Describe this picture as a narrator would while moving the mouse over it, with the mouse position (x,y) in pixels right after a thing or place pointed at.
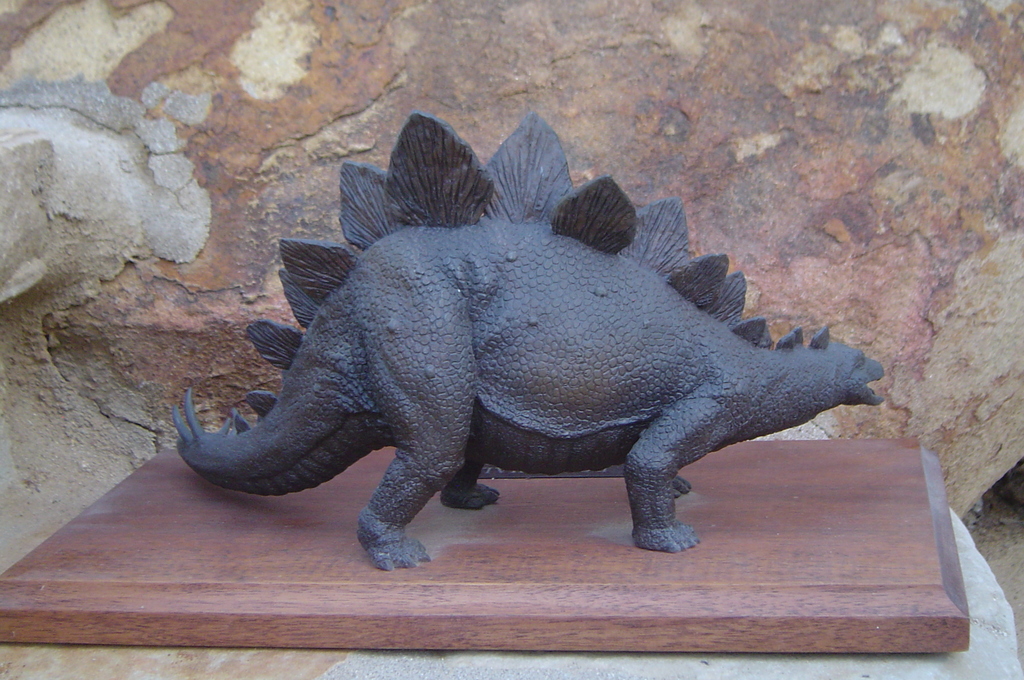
In the center of the picture (505,324) there is a sculpture (514,369) like a dinosaur (361,399) on a wooden object (271,526). In the background (487,84) it is wall (765,88).
